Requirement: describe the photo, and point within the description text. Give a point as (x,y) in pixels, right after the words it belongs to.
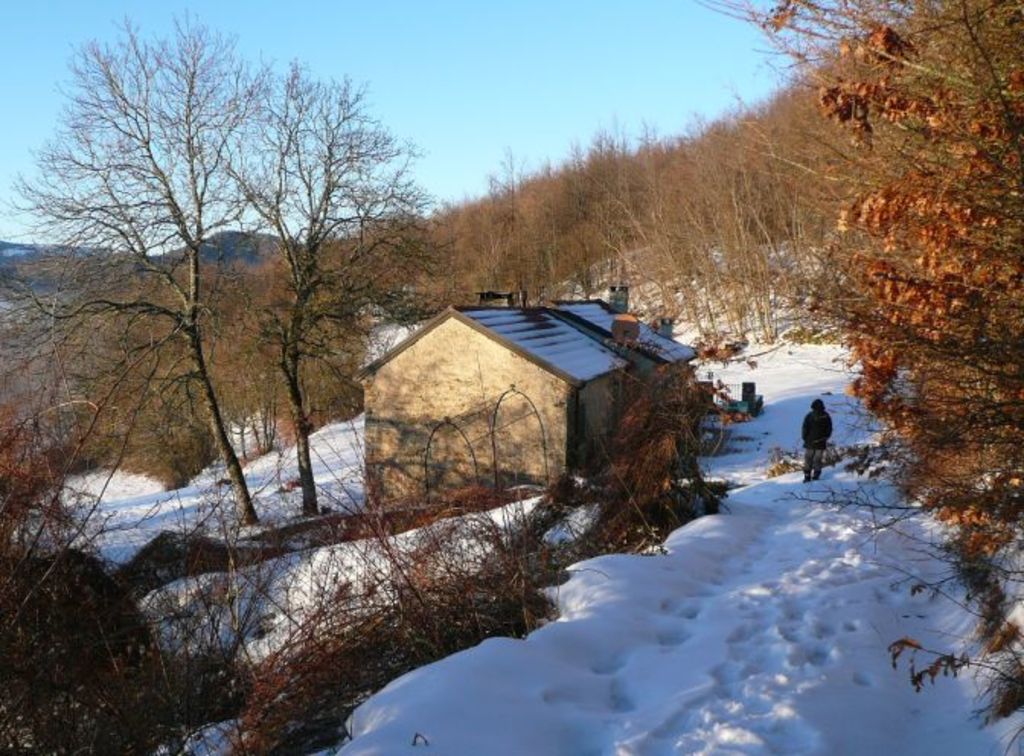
In this image there is a building (564,408) here. Here there is a person (826,425). There are many trees (814,93), hills (250,262) on the place (682,470). On the ground (697,630) there is snow (697,630). The sky (671,85) is clear.
